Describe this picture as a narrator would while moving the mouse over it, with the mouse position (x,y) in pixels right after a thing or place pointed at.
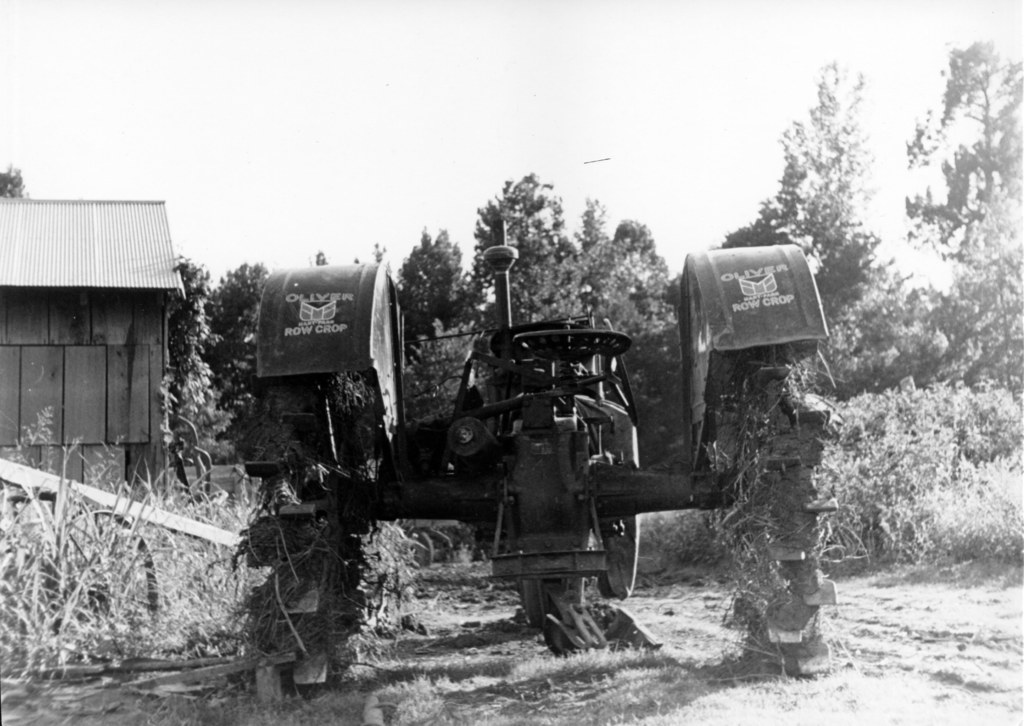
This is a black and white image. In the center of the image (569,482) we can see a tractor (570,419). On the left side of the image (160,211) we can see a house (71,211), roof (112,208), wheel (94,583), stick (230,533). In the background of the image (835,458) we can see the trees (972,200), plants (153,651). At the bottom of the image (675,674) we can see the ground (544,650). At the top of the image (540,125) we can see the sky (493,57).
